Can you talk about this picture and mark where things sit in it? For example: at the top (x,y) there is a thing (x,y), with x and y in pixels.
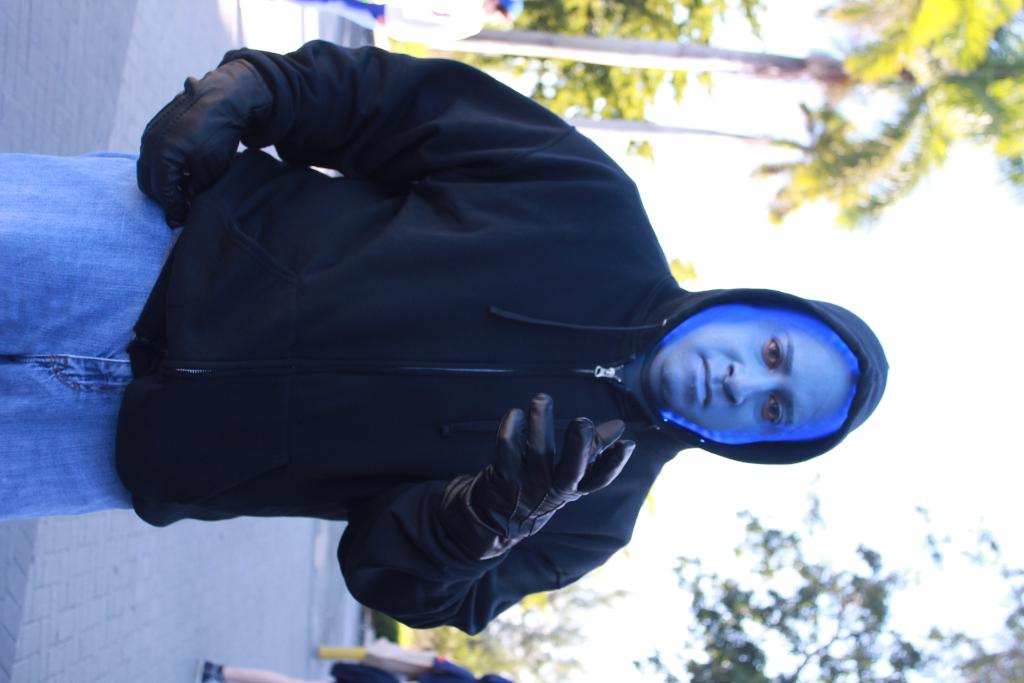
In this picture we can see a man (130,401) wore gloves (493,538) and in the background (820,629) we can see some persons (348,15) standing on the ground (82,107), trees (826,95), sky (911,312).
